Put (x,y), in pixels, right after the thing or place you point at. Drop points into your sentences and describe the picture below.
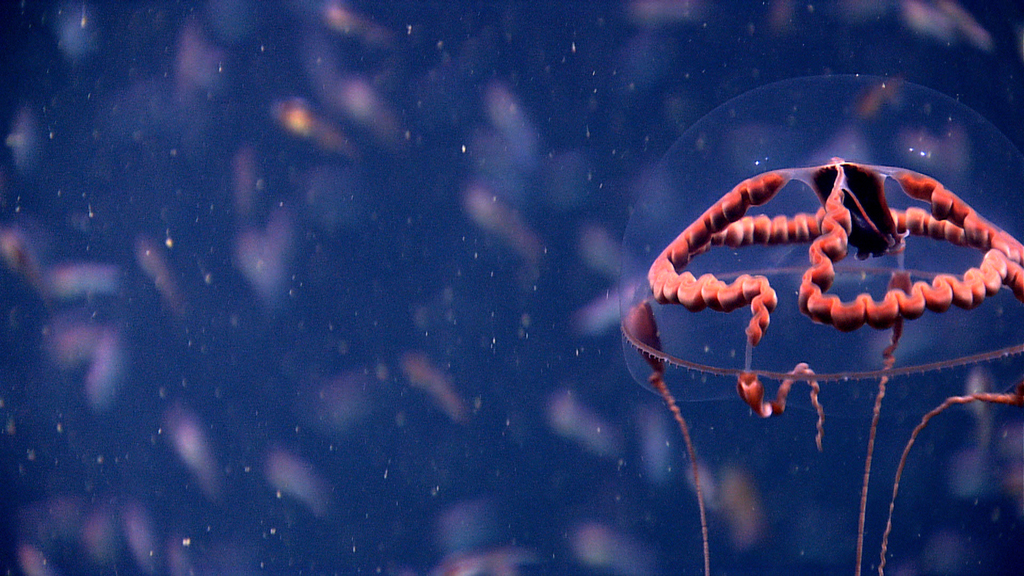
In this image we can see a jellyfish (776,346). The background of the image (743,1) is blur.
